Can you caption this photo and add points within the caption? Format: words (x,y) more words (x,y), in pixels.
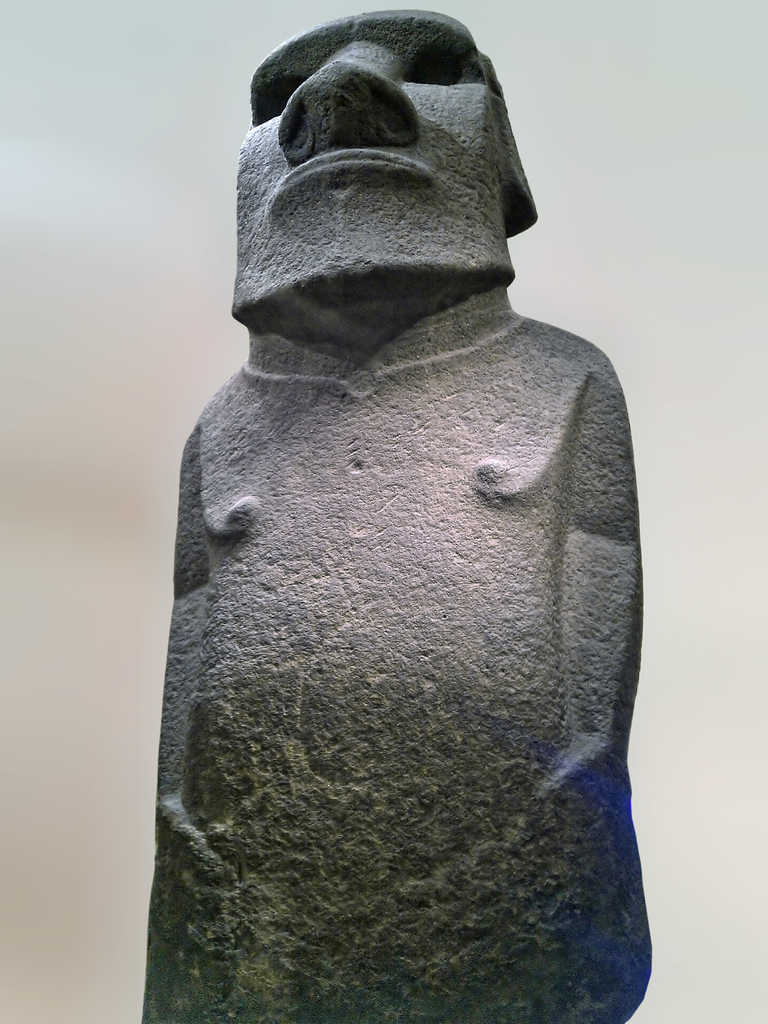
In the center of this picture (507,383) we can see the sculpture (434,633) of a person (500,309). The background of the image (671,185) is white in color.
